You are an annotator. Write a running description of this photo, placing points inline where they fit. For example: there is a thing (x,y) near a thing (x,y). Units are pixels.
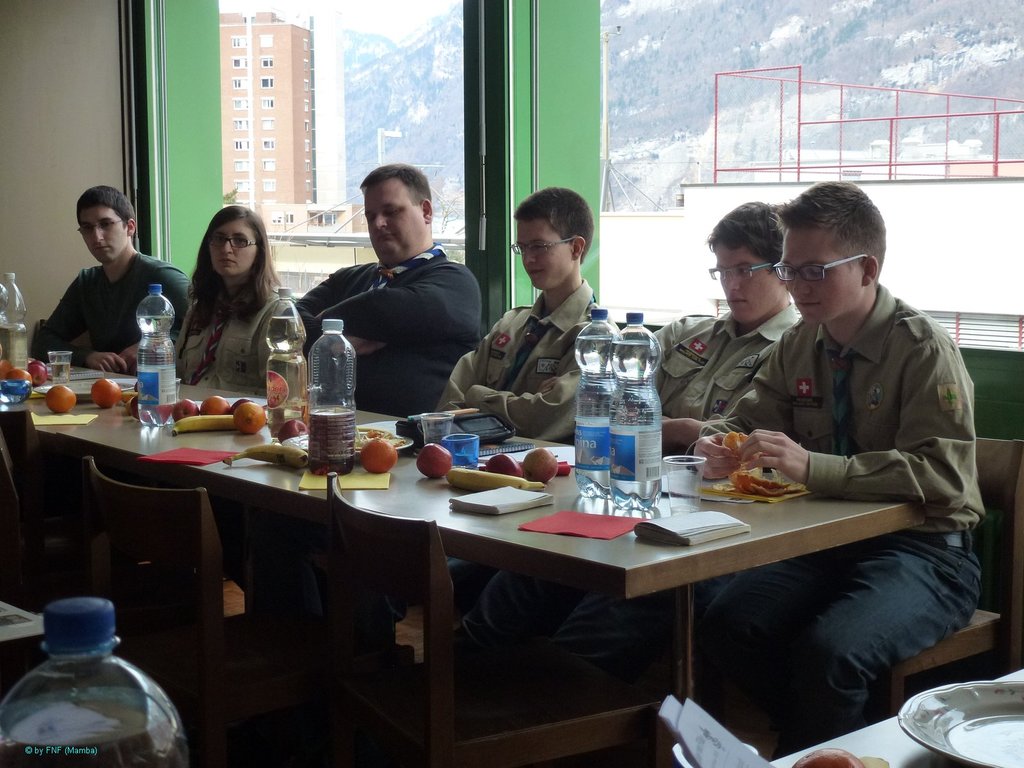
In this picture we can see some persons (848,497) are sitting on the chairs (1021,652). This is table (574,497). On the table (588,542) there are bottles (606,467), fruits (489,482), book (532,495), and glasses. On the background (282,164) we can see a building (331,122). And this is the mountain (756,111).
